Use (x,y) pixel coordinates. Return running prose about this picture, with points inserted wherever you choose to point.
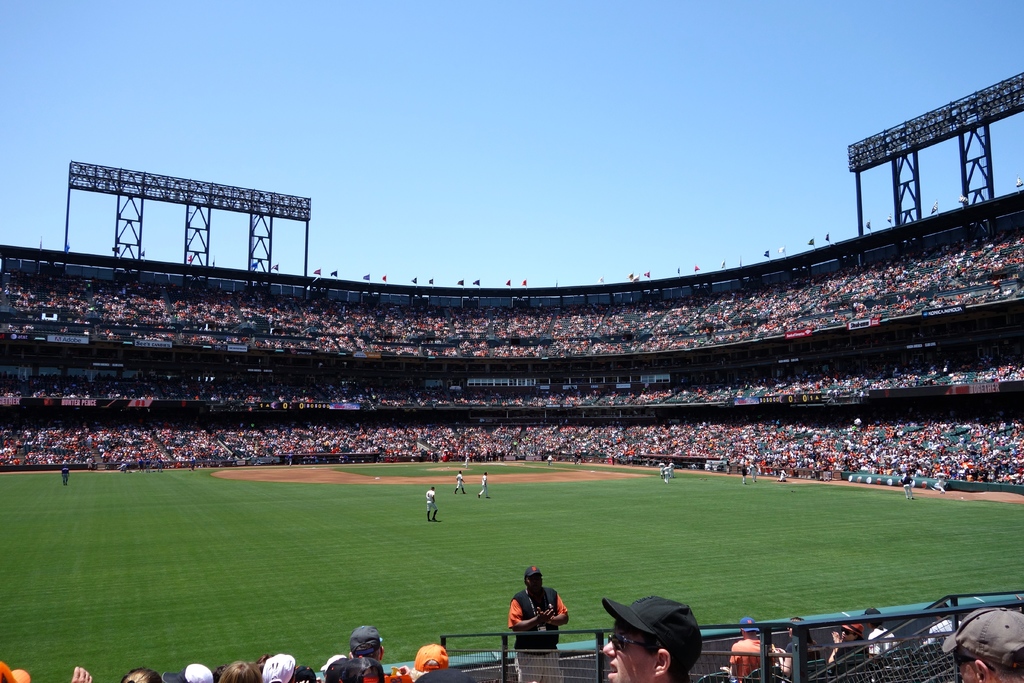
This is a stadium (608,428). Here I can see few people (436,509) on the ground (324,522). There are many people (333,314) in the stadium (572,401). At the top (961,154), I can see few poles (857,176). At the top of the image (400,46) I see the sky (436,65).
